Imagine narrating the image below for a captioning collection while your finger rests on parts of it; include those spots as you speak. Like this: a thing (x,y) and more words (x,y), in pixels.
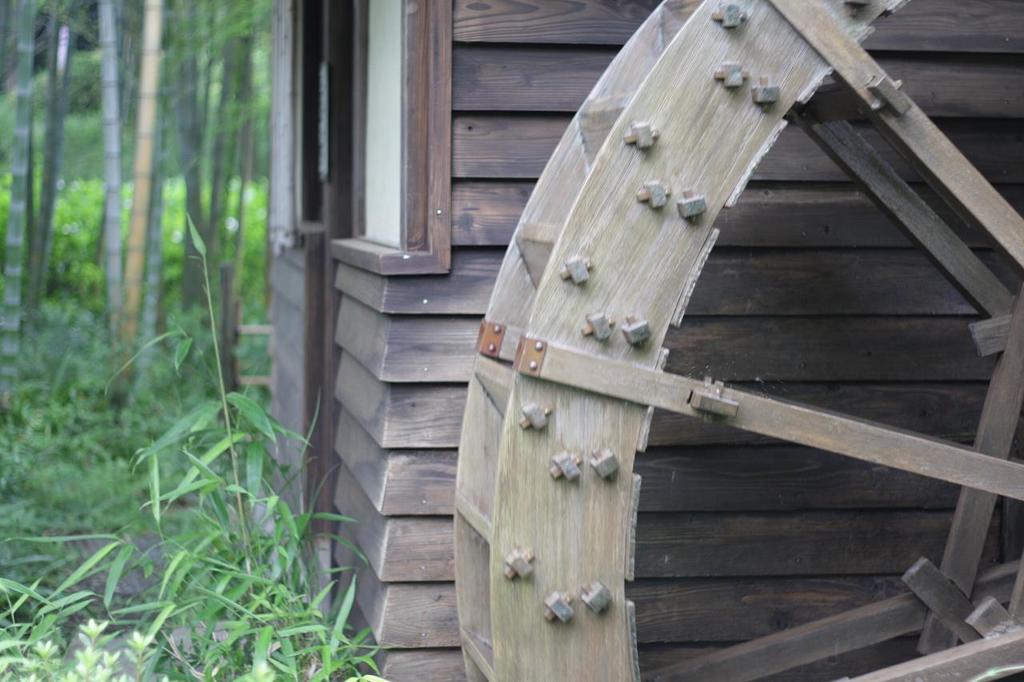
In this picture we can see a house (417,259), on the right side (867,449) it looks like a wooden wheel (643,379), at the bottom (215,515) there are some plants (101,508), in the background (126,99) we can see some trees (181,52).
